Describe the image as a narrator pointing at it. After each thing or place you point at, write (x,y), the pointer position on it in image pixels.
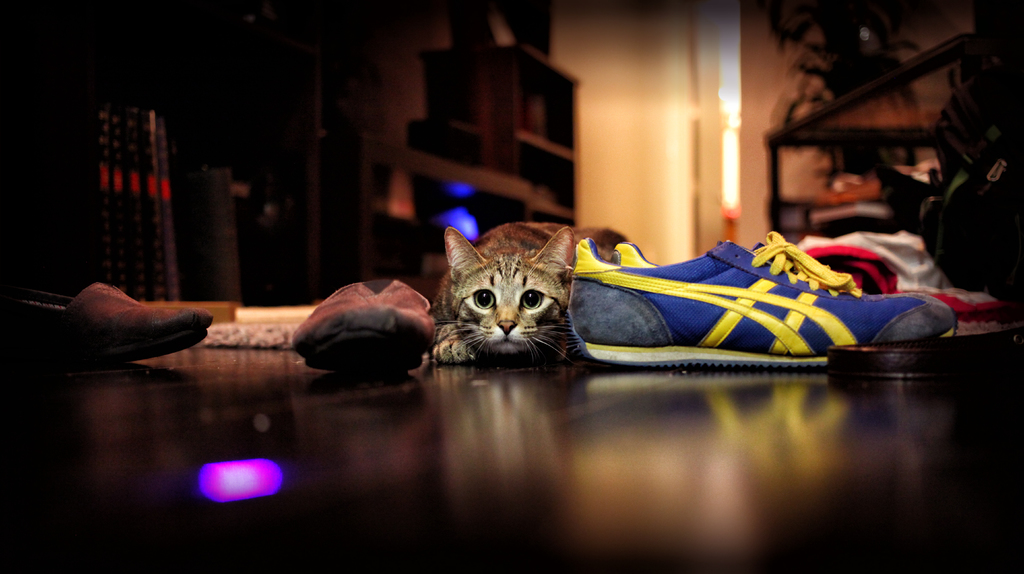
In this image, we can see a cat (481,350) and there are shoes (314,349) and some other objects (215,188). In the background (728,175), there are lights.
